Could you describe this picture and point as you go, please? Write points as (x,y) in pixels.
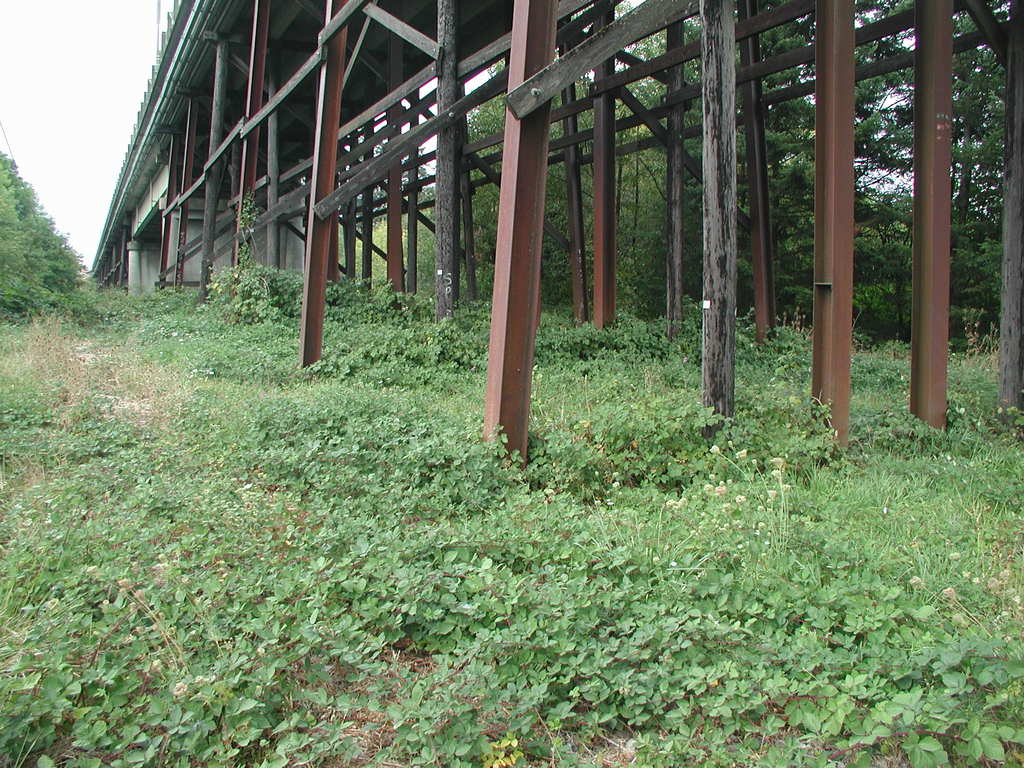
Here we can see plants (606,542), poles (368,246), and trees (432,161). In the background (111,110) there is sky (85,100).
